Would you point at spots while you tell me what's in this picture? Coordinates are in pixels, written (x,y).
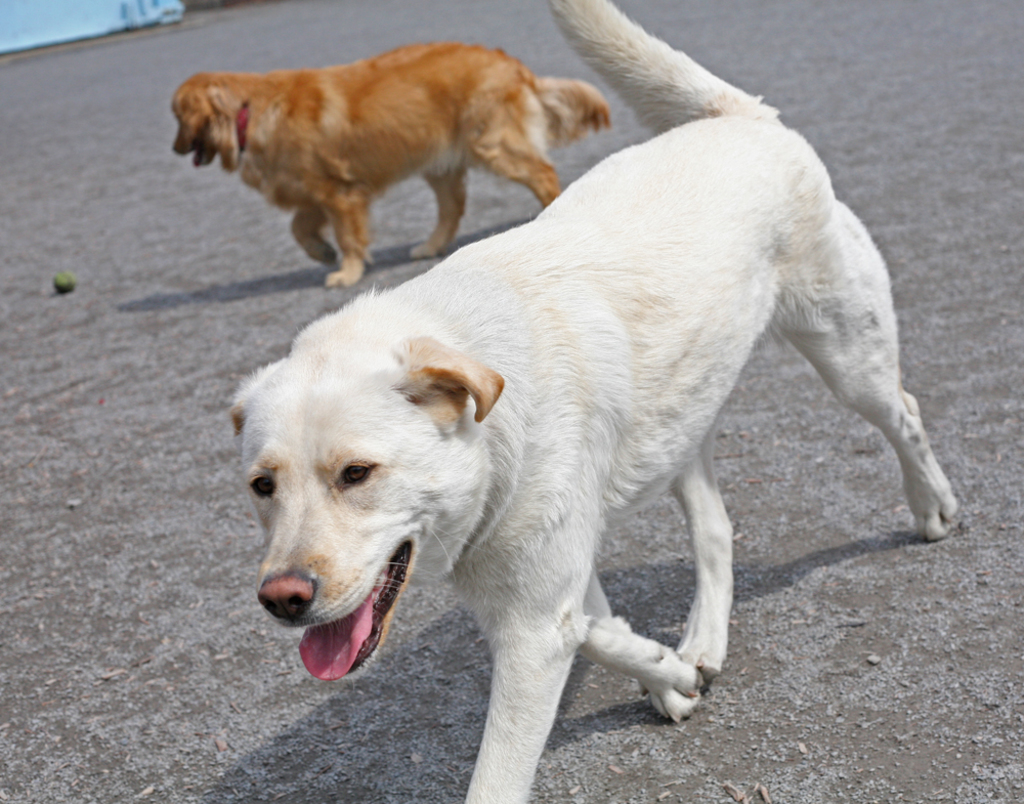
This picture is clicked outside. In the foreground (371,504) there is a white color dog (650,487) walking on the ground (852,564). In the center (364,277) we can see the brown color dog (418,134) walking on the ground (388,198). In the background (75,28) there is an object (52,16) and we can see the ground (317,15).
